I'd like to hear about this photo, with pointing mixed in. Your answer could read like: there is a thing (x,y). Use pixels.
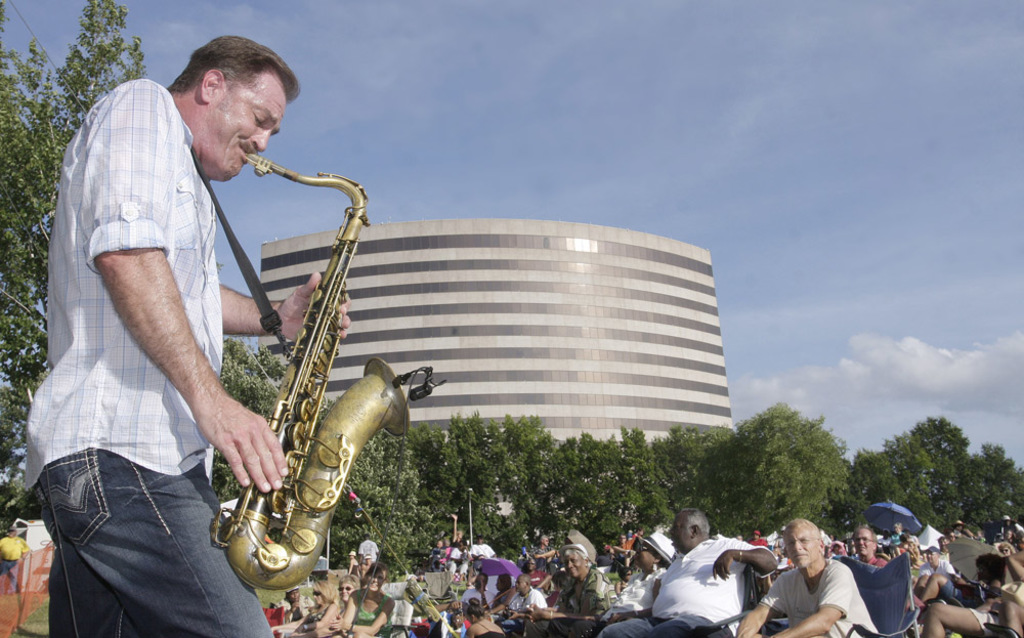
In this image we can see this person (270,430) wearing shirt (129,392) is playing saxophone (315,455) and standing here. In the background (501,600), we can see a few more people (320,614) sitting on the chairs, trees (495,461), buildings (562,354) and the sky (910,257) with clouds (934,397).
